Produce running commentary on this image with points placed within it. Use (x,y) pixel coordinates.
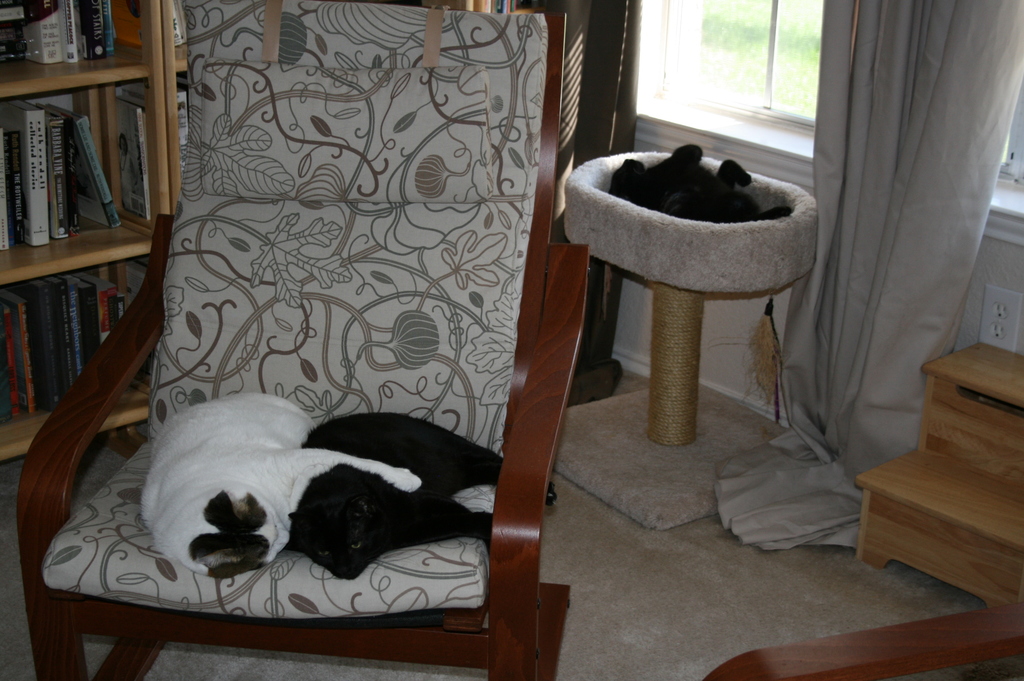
The image consist of white and black cat (333,516) sleeping on a chair (251,278), this looks like a living area (472,440) and at back (132,31) there are racks (134,240) with full of books (2,382) and over the right side (695,73) there is window (742,62) with curtain (891,267).
